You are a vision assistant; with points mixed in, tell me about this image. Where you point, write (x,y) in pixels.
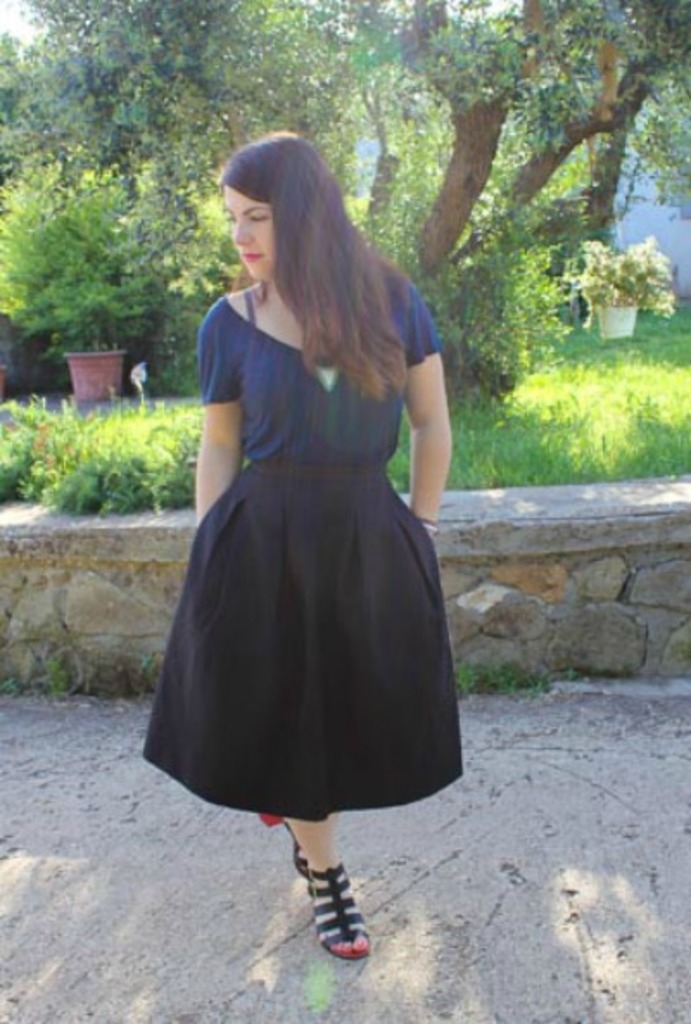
In the image there is a lady (372,489) standing on the floor (528,739). Behind her there is a small wall (617,571). Behind the wall (5,561) there are trees (221,206), small plants (642,292) and also there is grass (647,410) on the ground (128,451). There are pots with plants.
